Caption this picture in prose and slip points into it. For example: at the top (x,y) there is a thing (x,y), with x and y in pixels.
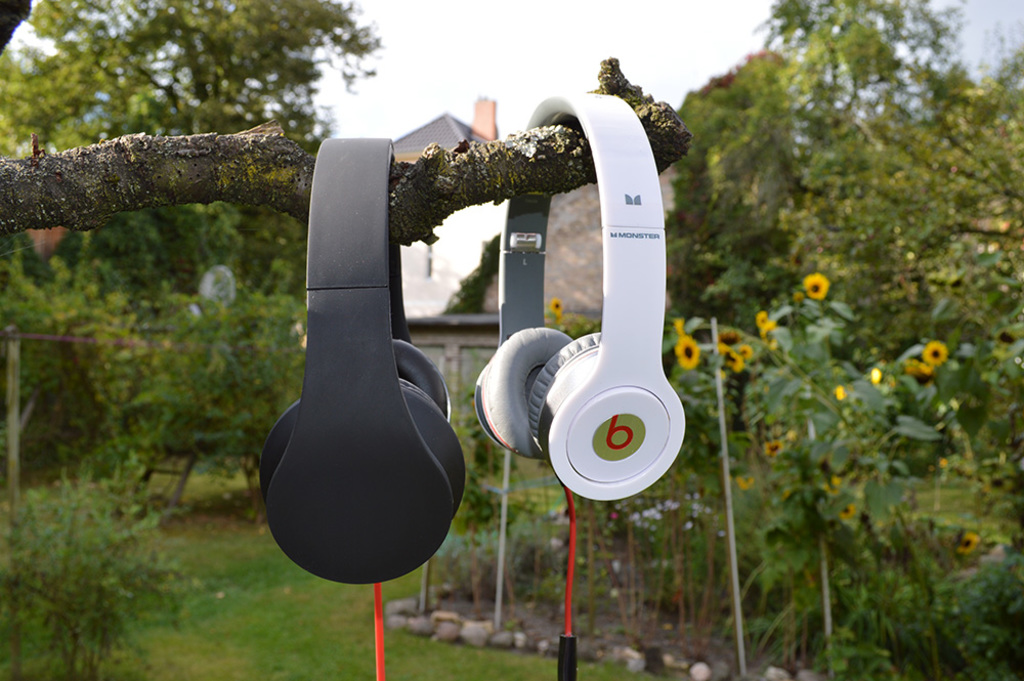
The picture consists of headphones (617,247) hung to a stem (403,173) of a tree (487,154). In the center of the picture (460,310) there are plants (116,482), trees (147,384), stones (517,643), soil (607,625), grass (315,612) and flowers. In the background (539,95) there are trees (227,79), house (480,250) and sky (579,70).
